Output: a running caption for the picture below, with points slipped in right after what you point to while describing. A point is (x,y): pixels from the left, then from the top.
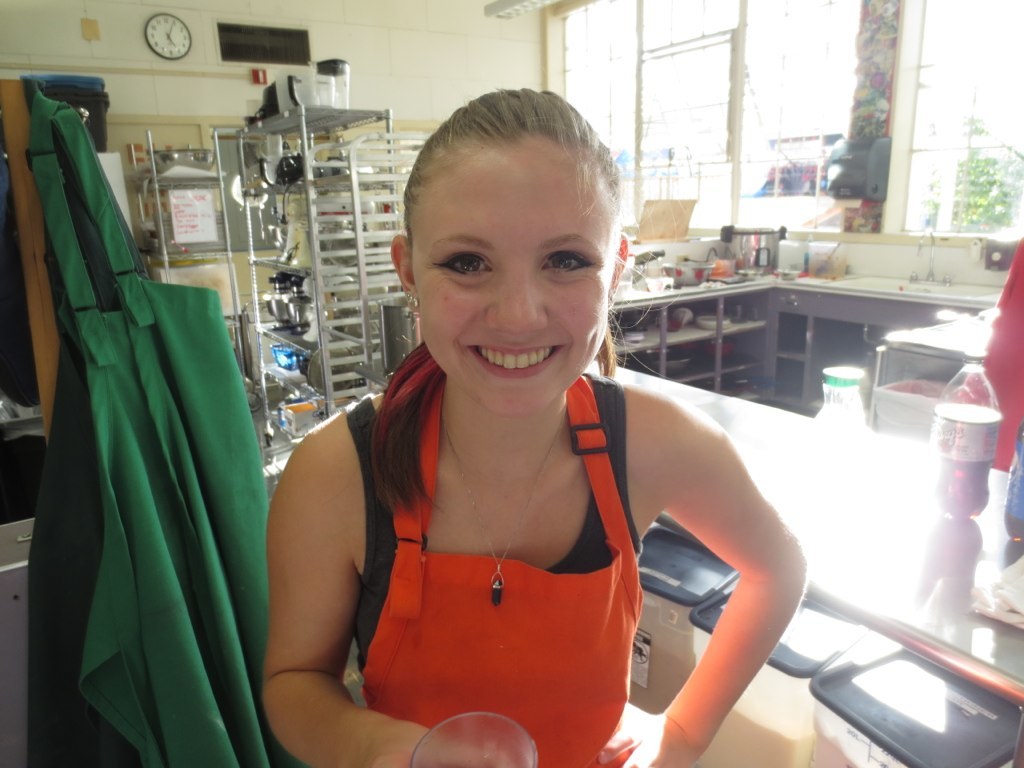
In this image, we can see a woman (516,413) is watching and smiling. She is holding some object (468,755). Background (409,151) we can see iron racks (301,142), few things (289,156), objects (954,686), bottles (989,443), containers (739,762), tables (1002,496), apron (214,350), wall (422,57). Top of the image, we can see the clock (159,42). Here we can see glass windows (770,125).
